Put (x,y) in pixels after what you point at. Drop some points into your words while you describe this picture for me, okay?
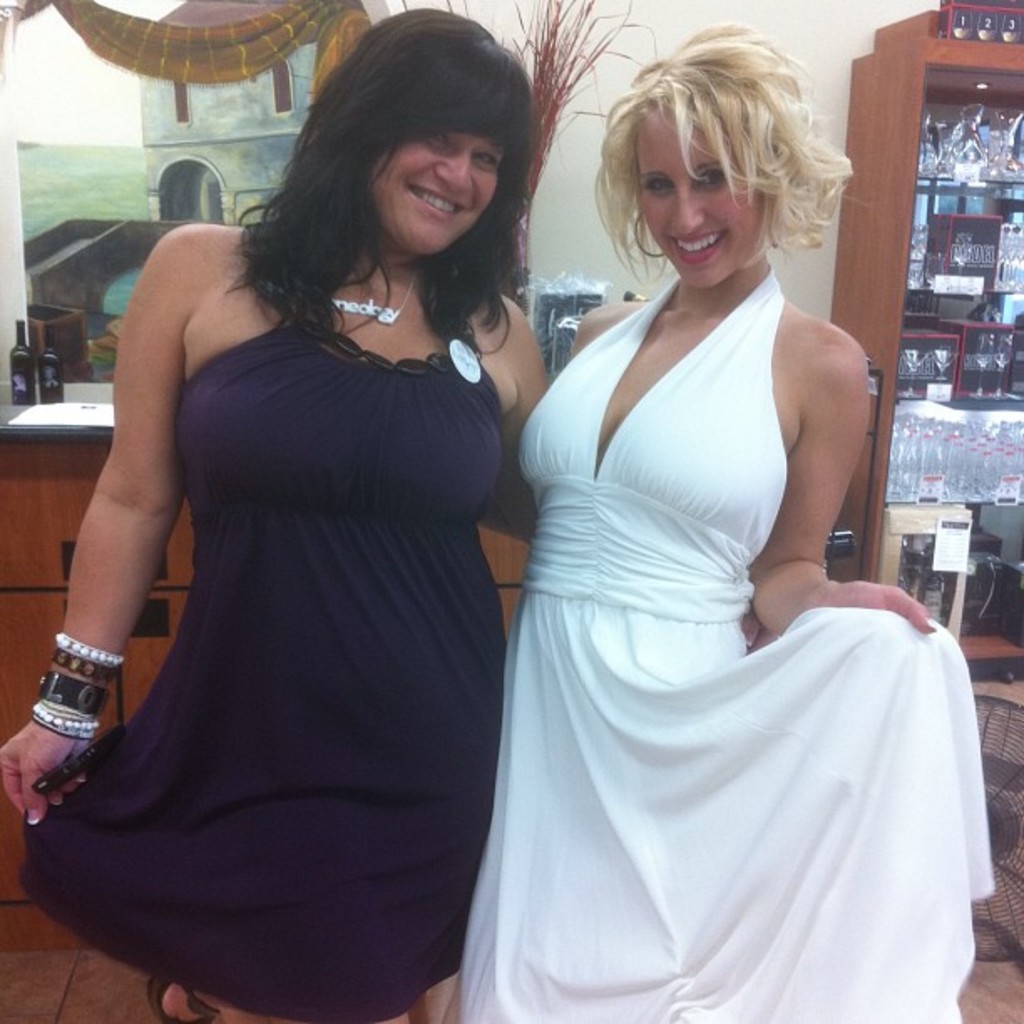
In this picture there are two girls (711,270) in the center of the image (568,507) and there is a rack (880,46) in the background area of the image (940,317), it seems to be there is a portrait (190,110) in the background area of the image (168,100).
